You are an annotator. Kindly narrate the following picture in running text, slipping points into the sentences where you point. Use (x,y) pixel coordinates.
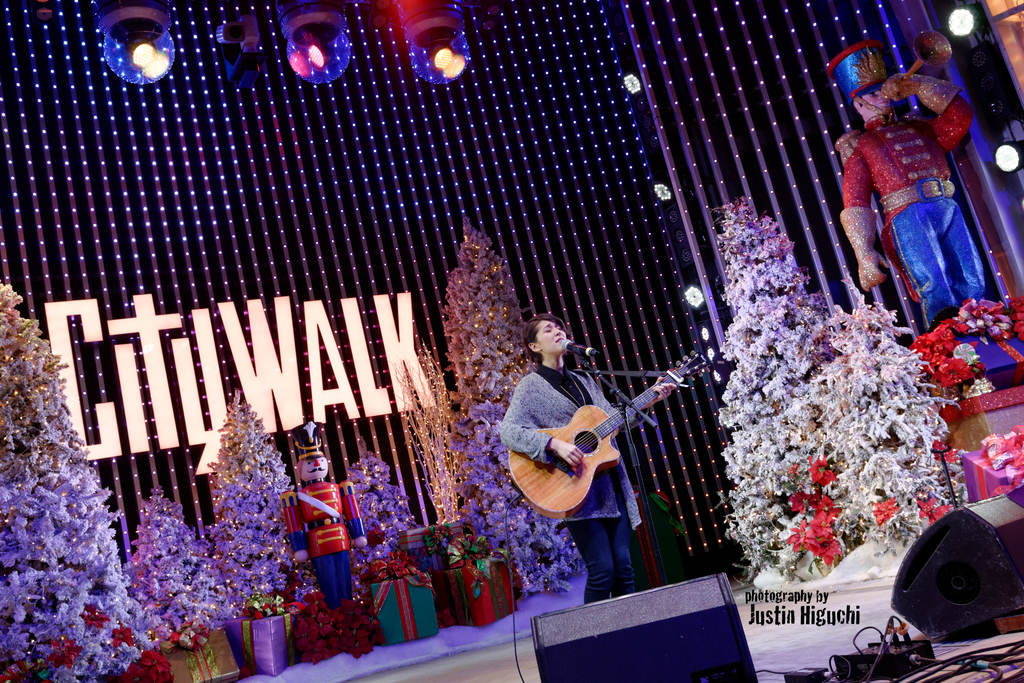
In this picture we can see a woman (561,366) who is singing on the mike (569,349). She is playing guitar (552,503). Here we can see a toy (305,544) and these are the bouquets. On the background (312,13) we can see some lights (667,277).
